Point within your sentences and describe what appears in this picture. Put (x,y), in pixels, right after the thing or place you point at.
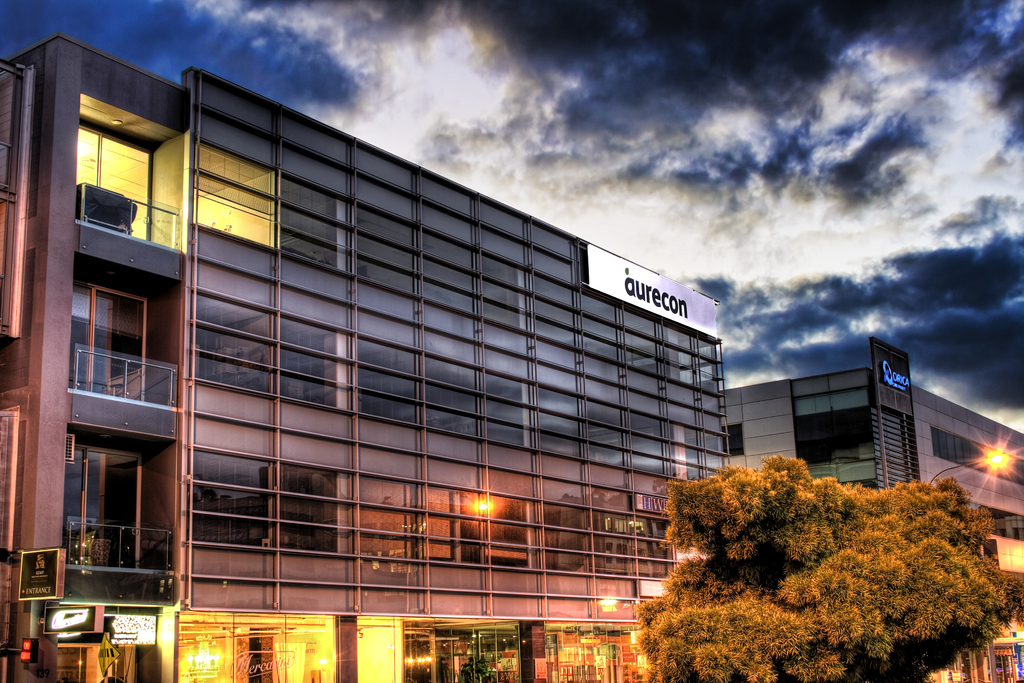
In the foreground of this image (858,563), there is a tree (893,593). In the background (812,430), there are two buildings (765,422), few banners (627,284), lights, sky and the cloud (631,215).
